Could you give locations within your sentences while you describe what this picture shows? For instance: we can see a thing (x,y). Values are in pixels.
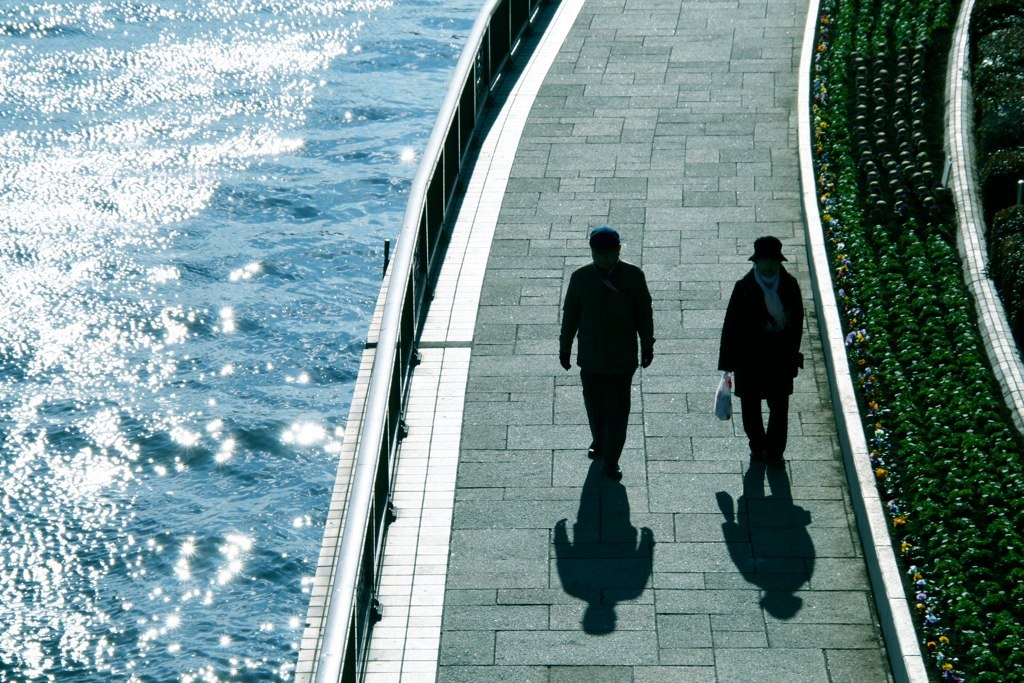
In this image, I can see two people (754,358) walking on the pathway (687,536). These are the plants (909,413). I can see the water (126,459) flowing. These are the kind of barricades (445,213).
